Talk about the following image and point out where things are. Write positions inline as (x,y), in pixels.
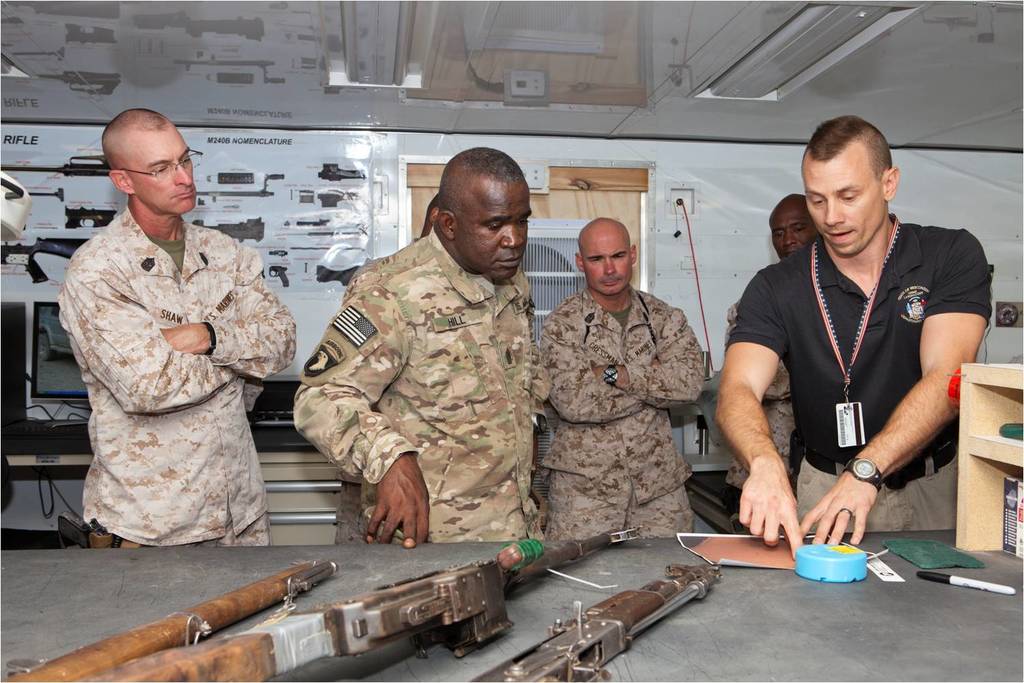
In the center of the image (415,271) there are military officers (262,508). At the right side of the image (774,509) there is a person (750,483) wearing a black color t-shirt (786,307) and a id card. At the background of the image (728,153) there is a wall (2,298). At the bottom of the image (572,543) there are guns (194,644) on the table (103,612).
